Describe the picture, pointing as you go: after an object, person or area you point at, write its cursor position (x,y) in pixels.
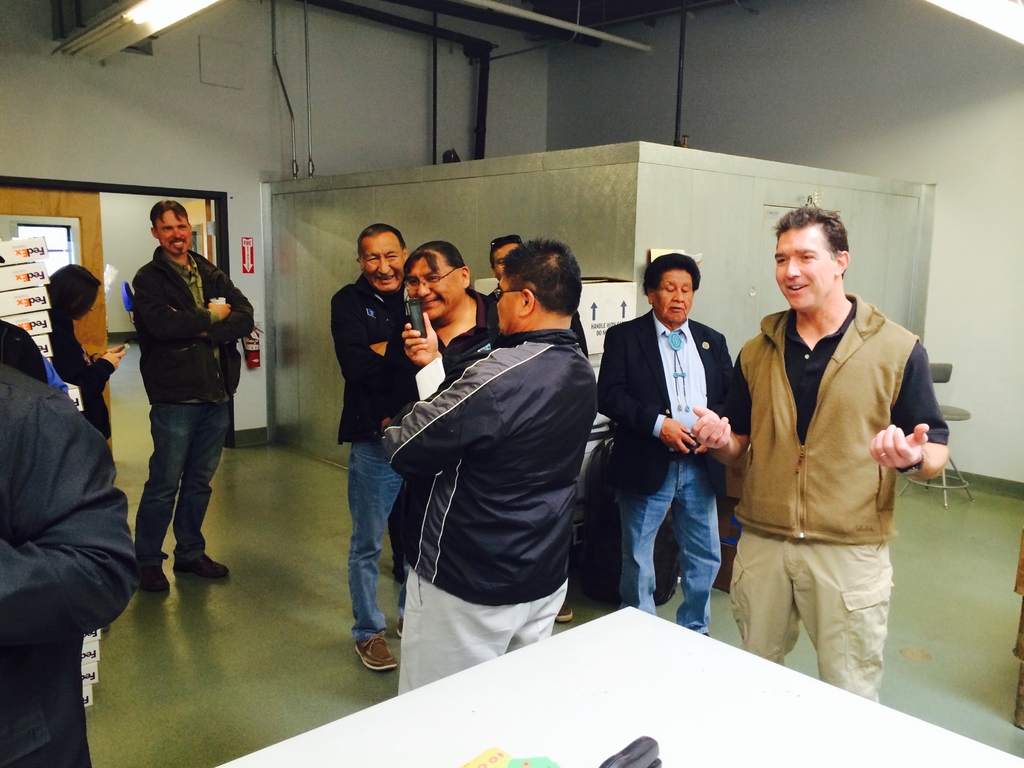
The picture is taken inside a room (25,124). In the center of the picture (480,300) there are many people (460,355) standing. In the foreground (654,695) there is a table (613,735), on the table (745,741) there are some objects (617,757). On the left (49,412) there are people (98,412) standing and there are some packets (39,303). At the top (99,29) there are lights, frames (457,31) and pipes (537,19), to the ceiling (632,10). In the background (581,155) there is a iron wall (572,188), a door (130,193) and a fire extinguisher (256,353). On the right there is a chair (944,413). In the background (127,123) there is a wall (303,128) painted white.
